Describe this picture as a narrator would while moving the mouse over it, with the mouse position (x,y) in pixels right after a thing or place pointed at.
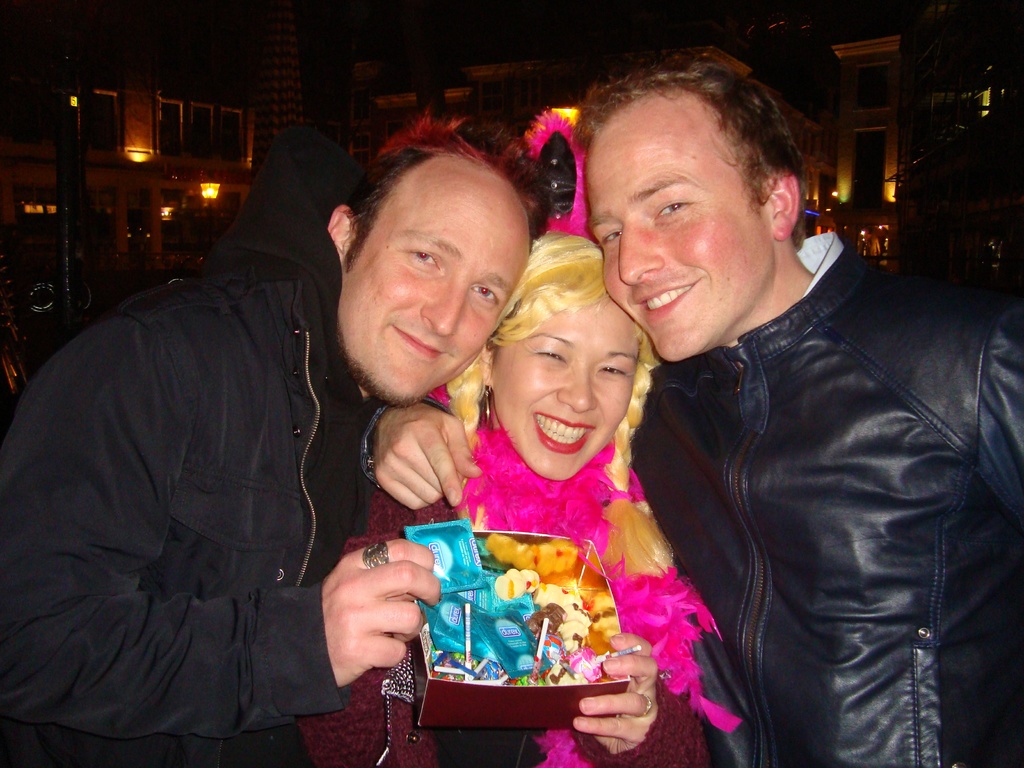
In front of the picture, we see two men (858,584) and the woman (444,754) are standing. The girl (587,405) is holding a box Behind them, we see buildings (208,128) and street lights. This picture is clicked in the dark.
